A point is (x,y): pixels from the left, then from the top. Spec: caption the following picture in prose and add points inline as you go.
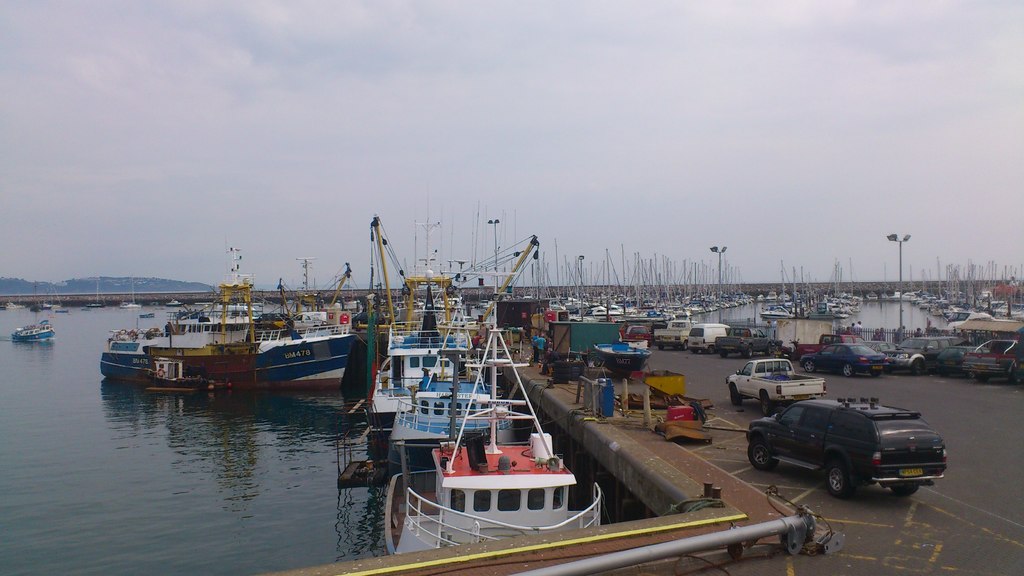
In this image I can see the water (120,435), few boats (157,346) on the surface of the water (332,489), the bridge (76,297) and to the right side of the image (872,498) I can see the road (976,467), few vehicles (867,423) on the road (978,393), few persons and few poles (902,315). In the background (751,268) I can see few mountains (74,285) and the sky (296,198).
